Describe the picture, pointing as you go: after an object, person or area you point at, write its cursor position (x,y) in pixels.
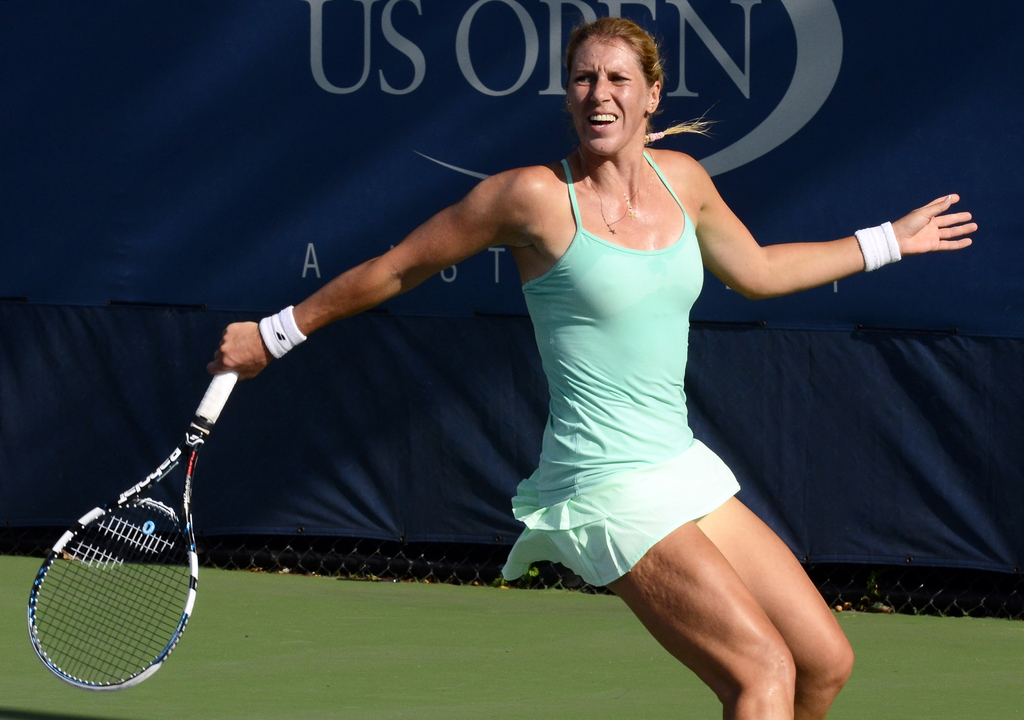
In this picture there is a woman (611,354) playing tennis with a racket (220,389) in her hand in the court (379,671). In the background (284,231) there is a blue colored curtain (210,149) here.
